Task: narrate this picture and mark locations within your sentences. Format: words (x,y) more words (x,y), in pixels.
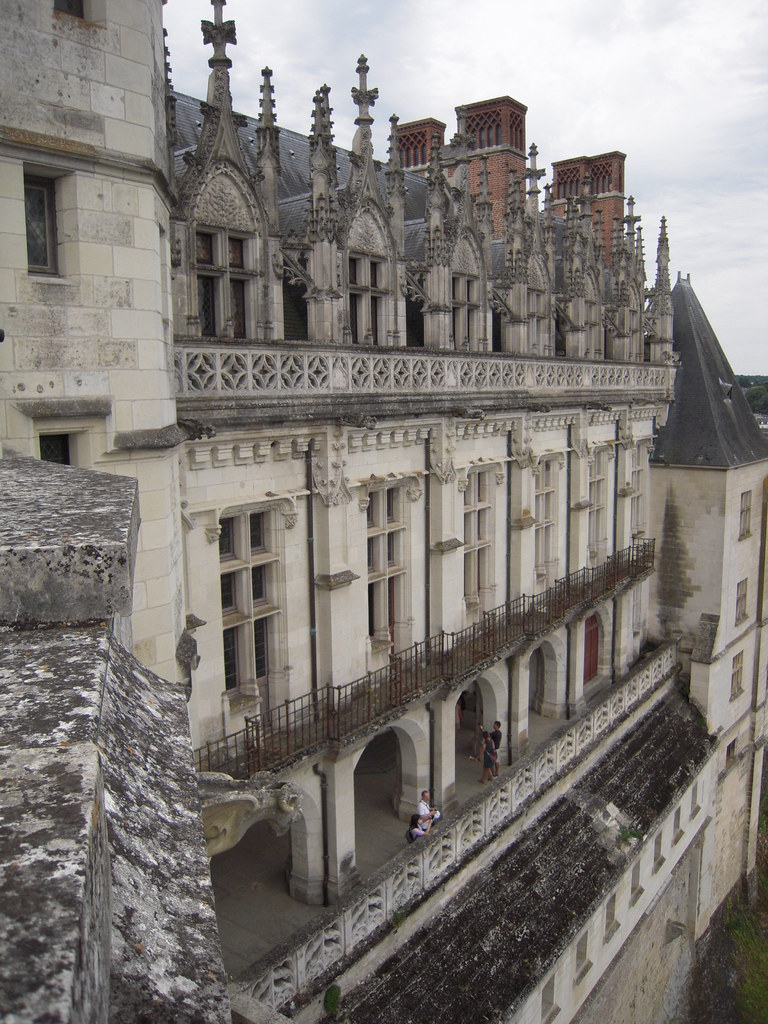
This image is taken outdoors. At the top of the image (388,50) there is a sky (555,66) with clouds (624,98). In this image there is a building (308,733) with walls (558,982), windows (253,610), doors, arches (499,690), pillars (617,610), railings (227,771), sculptures (440,171) and carvings (516,180).
